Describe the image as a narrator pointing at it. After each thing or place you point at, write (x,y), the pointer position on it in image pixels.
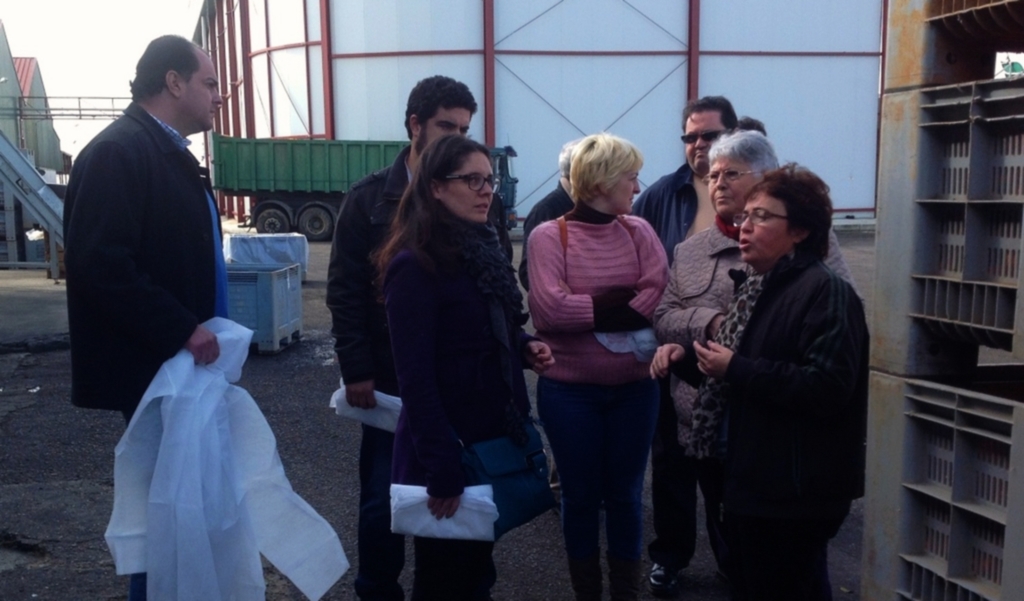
Here in this picture we can see a group of people (535,326) standing on the ground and we can see most of them are wearing jackets (709,265) and sweaters (587,268) on them and the person (180,313) on the left side (173,300) is holding a shirt (182,459) in his hand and two other people (396,351) are also holding something in their hands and behind them we can see a truck (321,172) present and we can also see the place is covered with some metal sheets (845,206) behind them and in the middle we can see a trolley (284,269) present on the ground (301,336) and on the left side (35,123) we can see some buildings (33,123) present and we can see the sky (103,25) is cloudy.
